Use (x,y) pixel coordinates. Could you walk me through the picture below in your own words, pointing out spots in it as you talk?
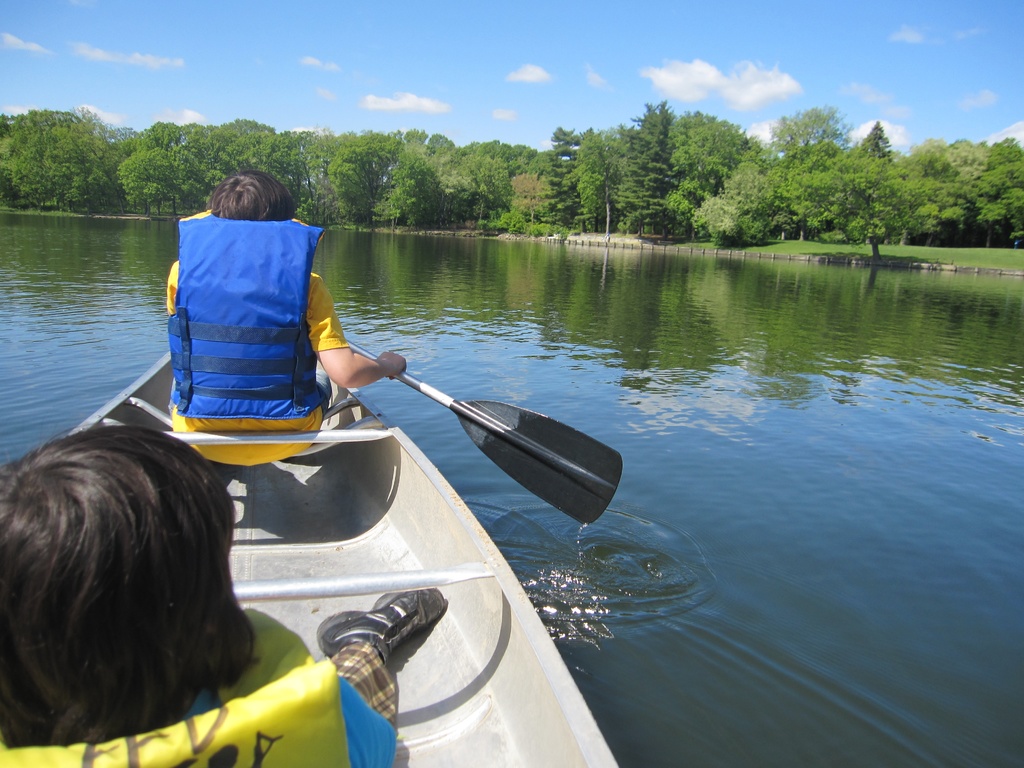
In this image there is a boat (437,644) and on the boat (361,602) there are persons (289,357). In the center (364,362) there is a person (262,317) rowing a boat (357,396). in the background (266,147) there are trees (651,157), there is grass (1021,257) on the ground (975,247) and the sky (749,114) is cloudy.
